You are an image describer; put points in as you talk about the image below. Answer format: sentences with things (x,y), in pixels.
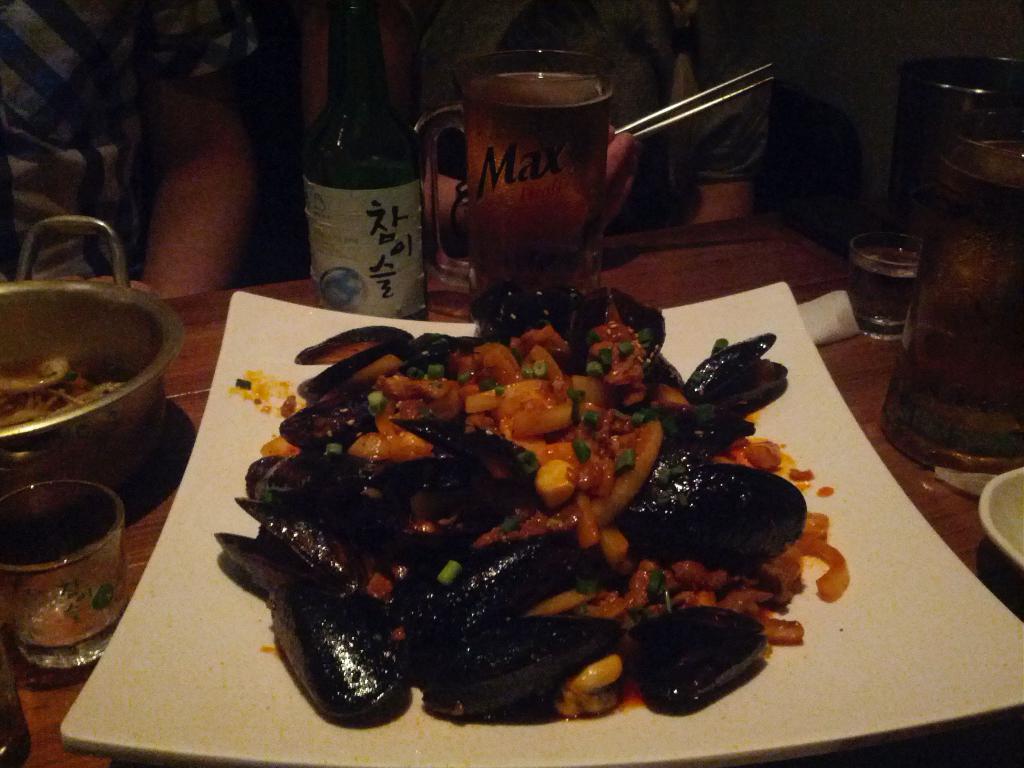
In this picture there is a table (811,274), on the table (432,303) there are drinks (873,263), bottle (376,235), bowl (139,411), plate (844,676) and food item (510,459). At the top (108,112) there are two persons (199,105) sitting. In the center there is a person (684,69) holding chopsticks (671,118).
